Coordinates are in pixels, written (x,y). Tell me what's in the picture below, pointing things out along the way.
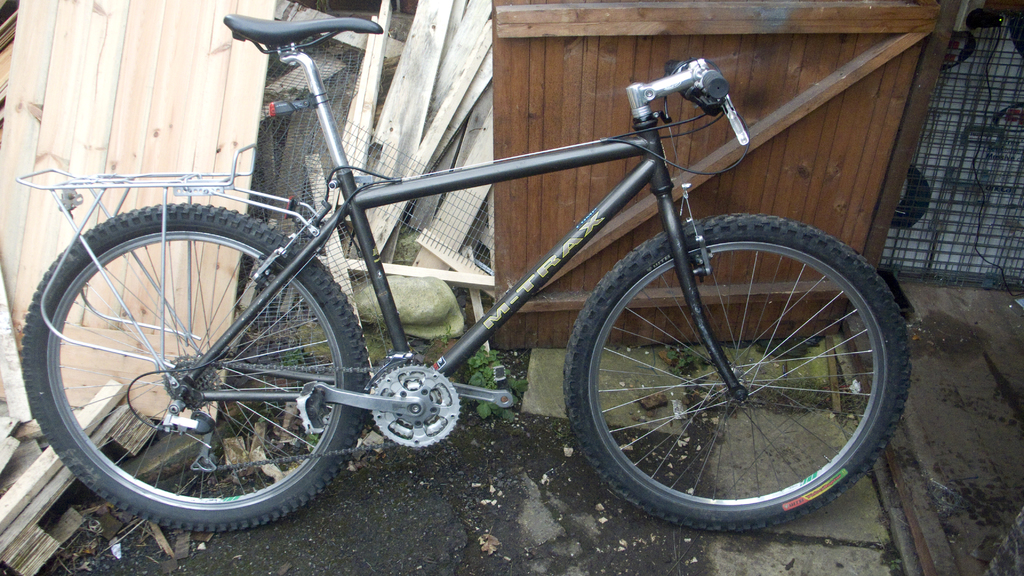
In the image we can see bicycle (393,306), mesh (927,167), cable wire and wooden sheets (200,76).
